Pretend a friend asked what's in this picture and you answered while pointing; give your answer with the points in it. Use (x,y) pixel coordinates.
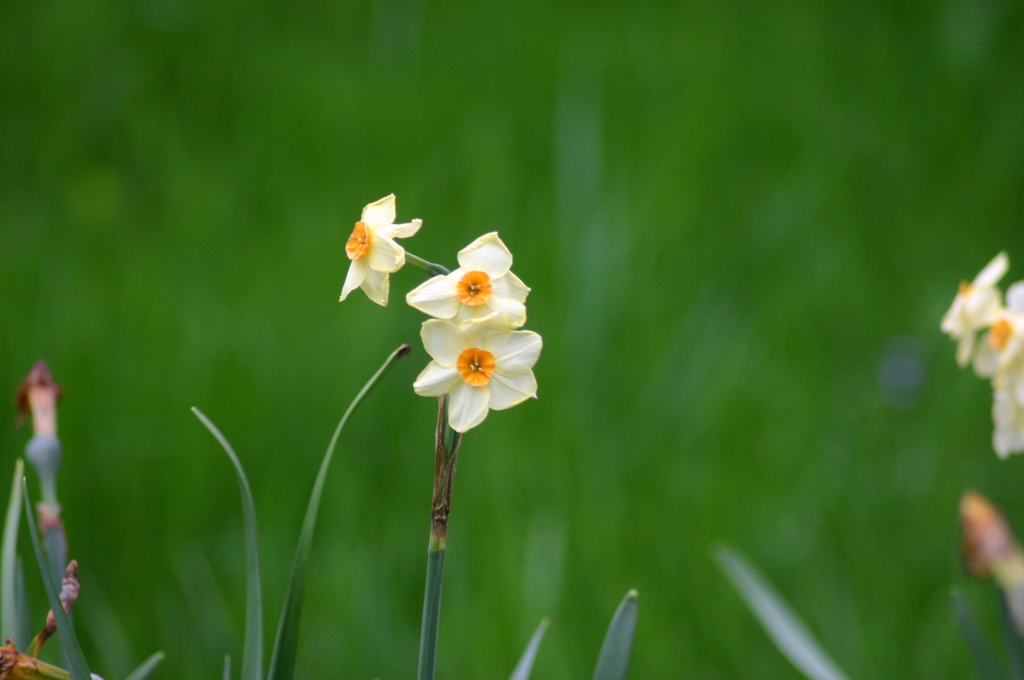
In the middle of the image (429,385) we can see some flowers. Background of the image (755,235) is blur.
